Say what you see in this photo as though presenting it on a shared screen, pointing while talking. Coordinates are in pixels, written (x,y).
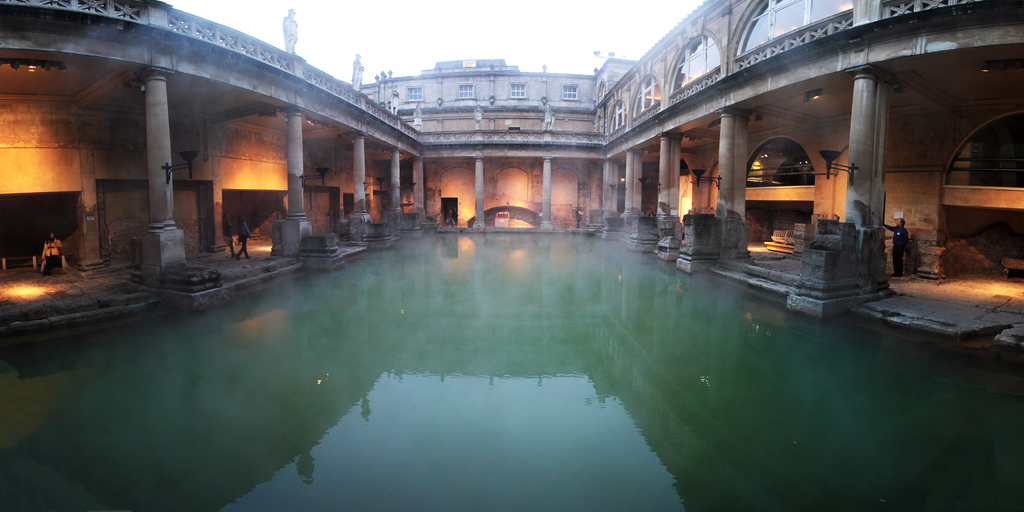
In this image we can see some people (899,249) standing on the ground (257,262). One woman (239,225) is walking. In the center of the image (530,174) we can see a building (587,160) with windows (575,93), pillars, statues (548,123) and some lights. At the bottom of the image (476,369) we can see water (482,344). At the top of the image (511,27) we can see the sky (502,19).
